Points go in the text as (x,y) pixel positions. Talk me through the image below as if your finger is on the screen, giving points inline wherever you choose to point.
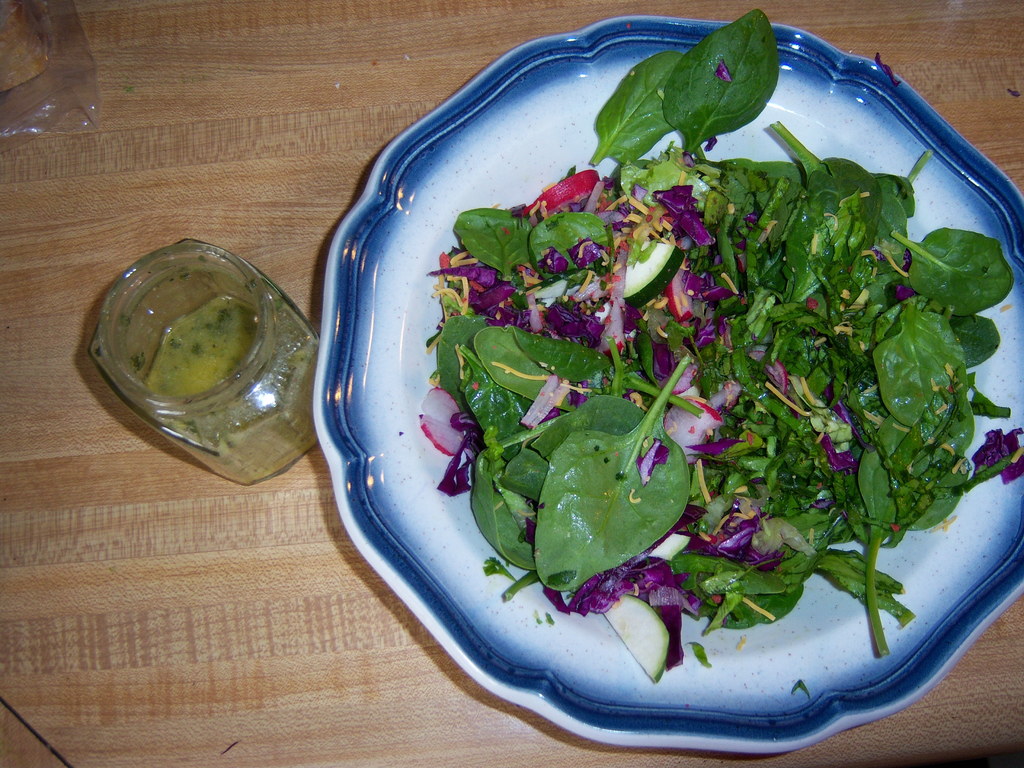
In this image there is a plate (494,147) towards the right of the image (835,445), there is food (638,216) on the plate (586,159), there is a glass jar (261,365), there is food (244,348) in the glass jar (230,375), there is an object (58,35) towards the top of the image (37,32), there is an object (32,737) towards the bottom of the image (40,741), at the background of the image (203,599) there is a wooden object (184,491) that looks like a table (351,638).
